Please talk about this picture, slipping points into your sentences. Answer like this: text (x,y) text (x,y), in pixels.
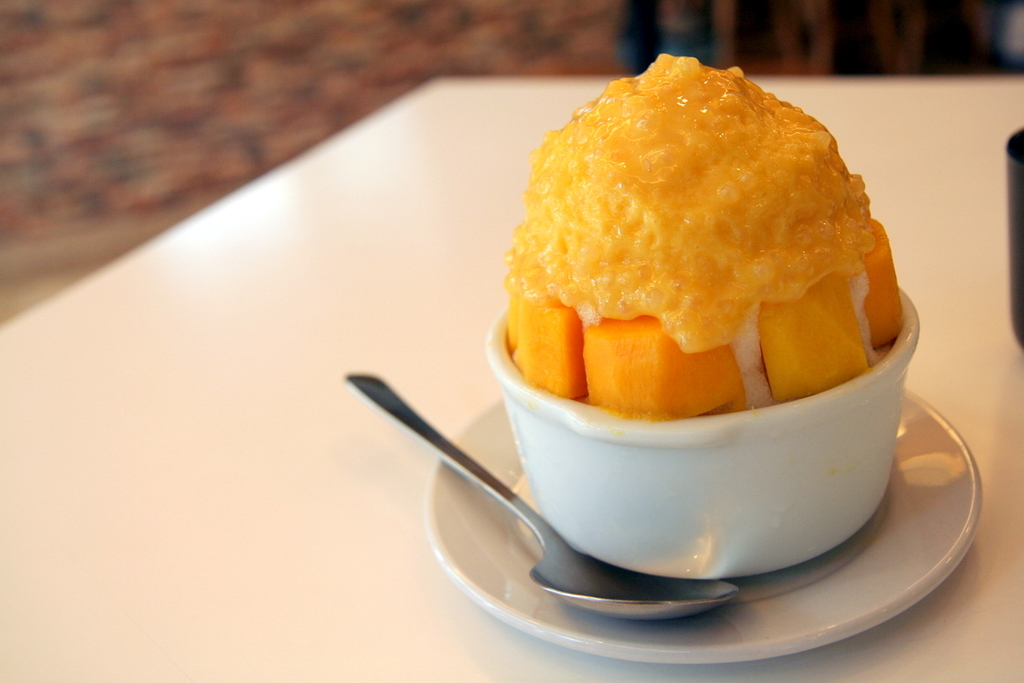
In this image I can see the food item (683,348) in the bowl (694,467). I can also see a spoon (486,491) and a plate (488,550) on the table (275,381).
